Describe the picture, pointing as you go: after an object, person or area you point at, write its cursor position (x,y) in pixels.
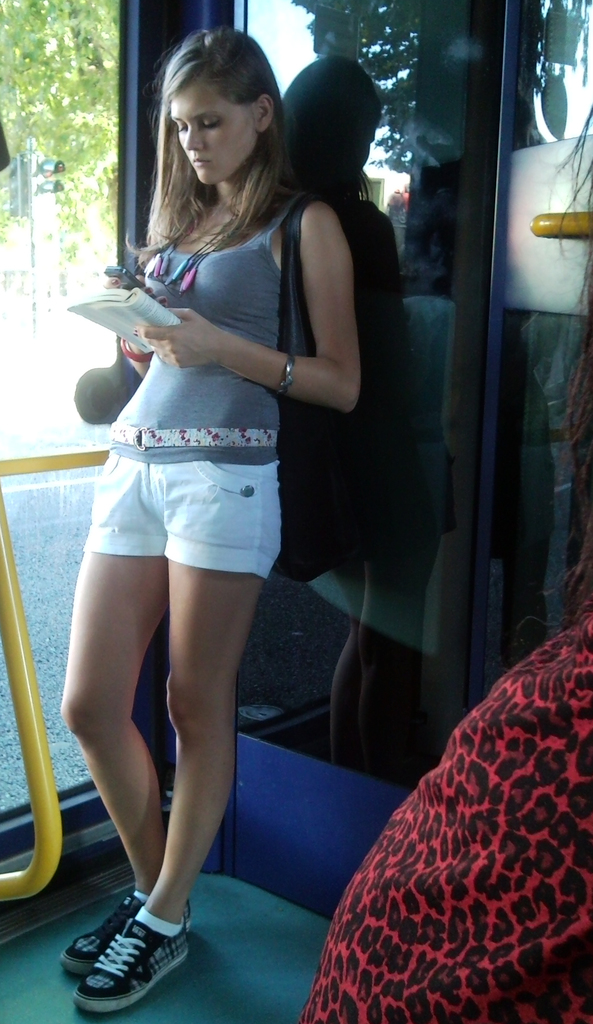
In this image, I can see a woman (198,736) standing and leaning on a glass door (381,250). She is holding a book (126,320) and mobile (131,277). At the top left side of the image (80,150), there are trees (83,112).
